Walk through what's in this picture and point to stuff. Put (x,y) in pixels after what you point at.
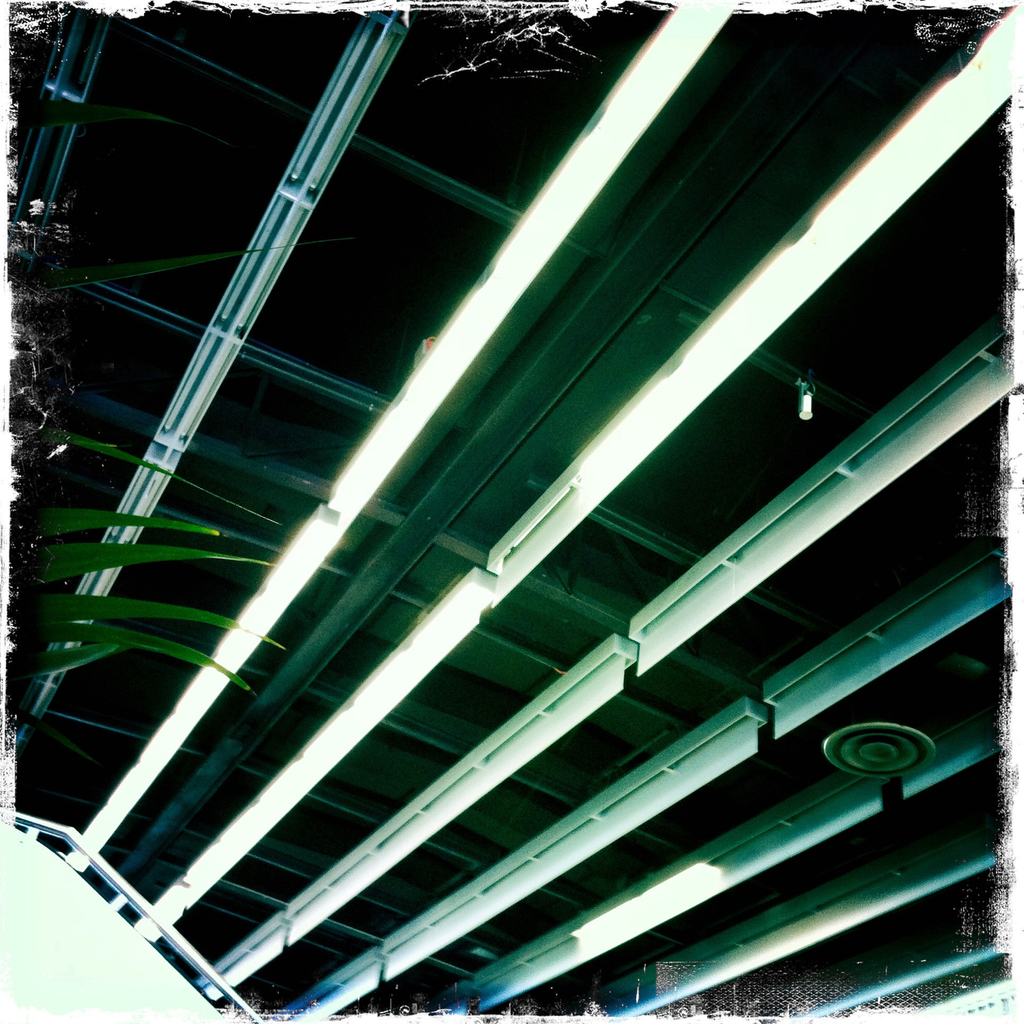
In this image, we can see a roof (529,448) with few lights (417,422). On the left side (250,630), we can see a plant (41,626).
